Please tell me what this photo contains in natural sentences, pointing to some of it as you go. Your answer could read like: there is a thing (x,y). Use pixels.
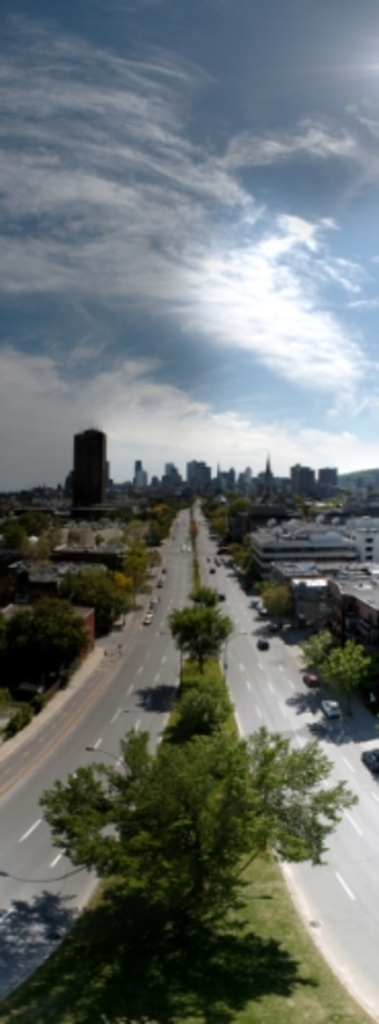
This is an aerial view of an image where we can see the trees (85,837) on the divider (219,957). On the either side of the image we can see the road (355,882), trees (135,550), buildings (324,545) and the sky (156,382) with clouds (268,422) in the background (241,422).
